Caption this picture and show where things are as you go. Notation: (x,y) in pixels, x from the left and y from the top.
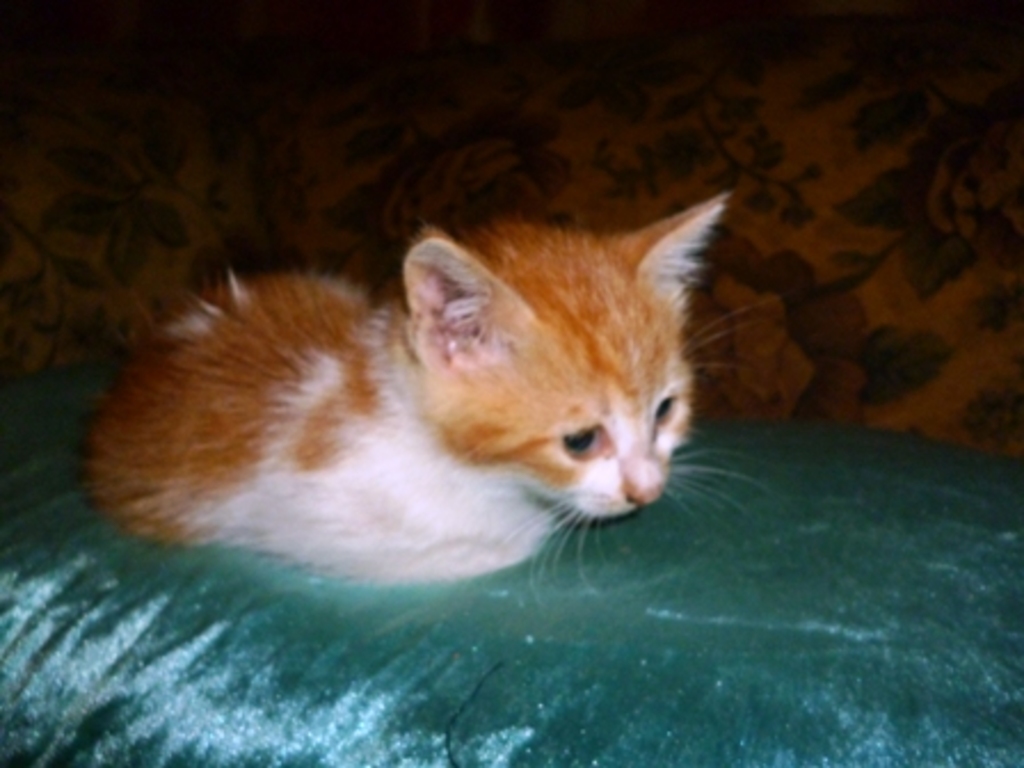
In this image, we can see a brown and white color cat (415,453).
